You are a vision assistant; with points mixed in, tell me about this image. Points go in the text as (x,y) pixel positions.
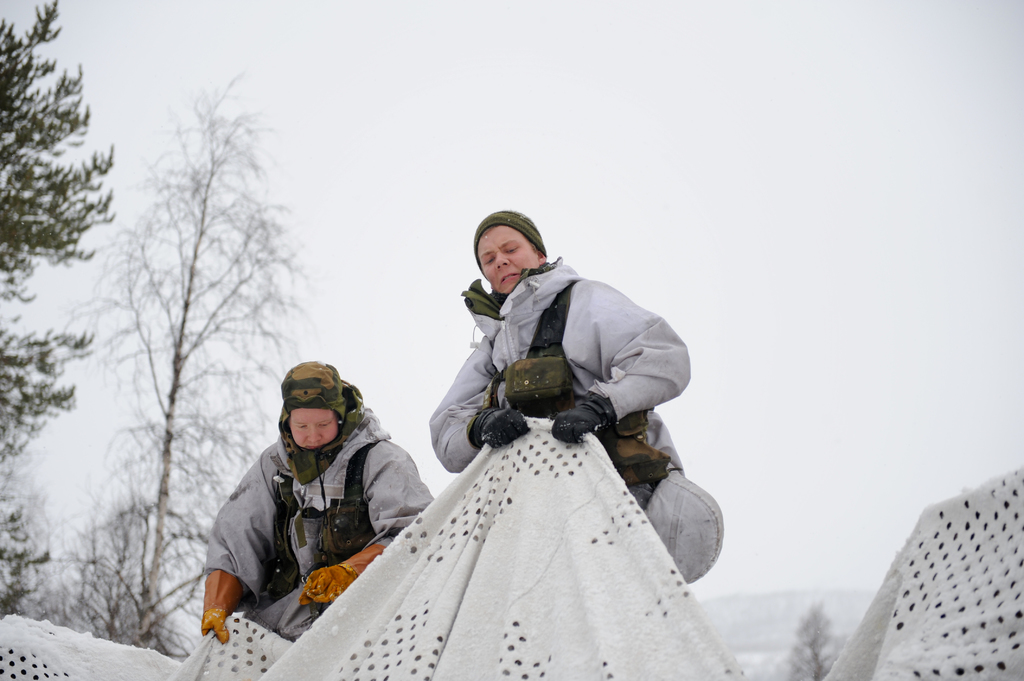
In this image we can see two persons (330,589) wearing hand gloves (597,421) and holding the same cloth (519,635). In the background (136,286) we can see the trees (183,234) and also the sky (788,258).
